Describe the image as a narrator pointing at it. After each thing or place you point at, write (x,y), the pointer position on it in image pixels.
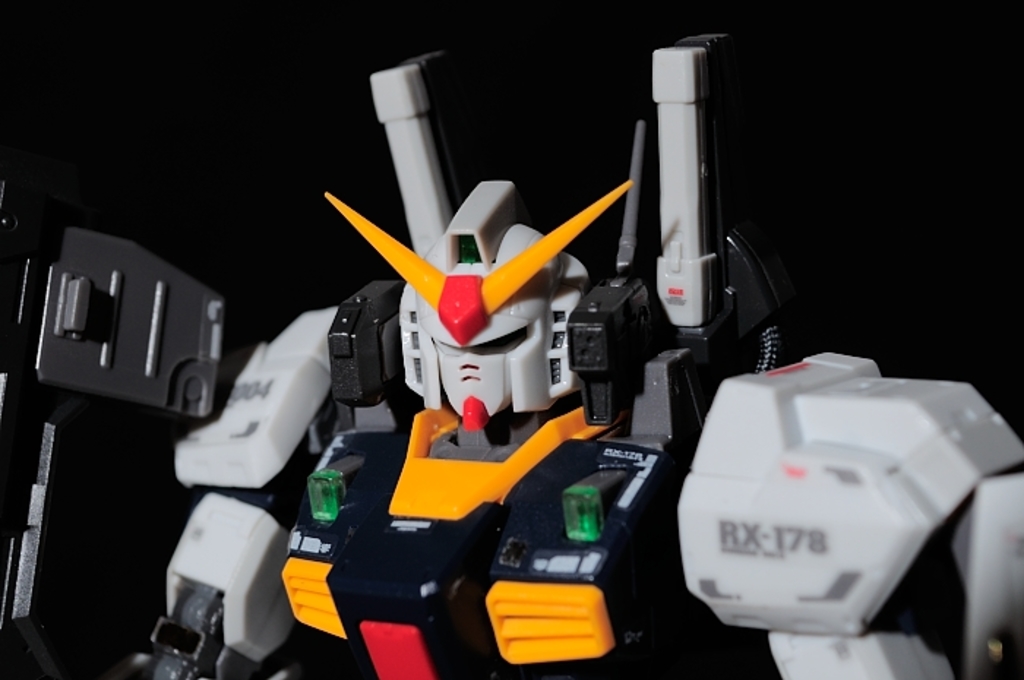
In this image we can see a toy (413,359). In the background (536,159) the image is dark.
